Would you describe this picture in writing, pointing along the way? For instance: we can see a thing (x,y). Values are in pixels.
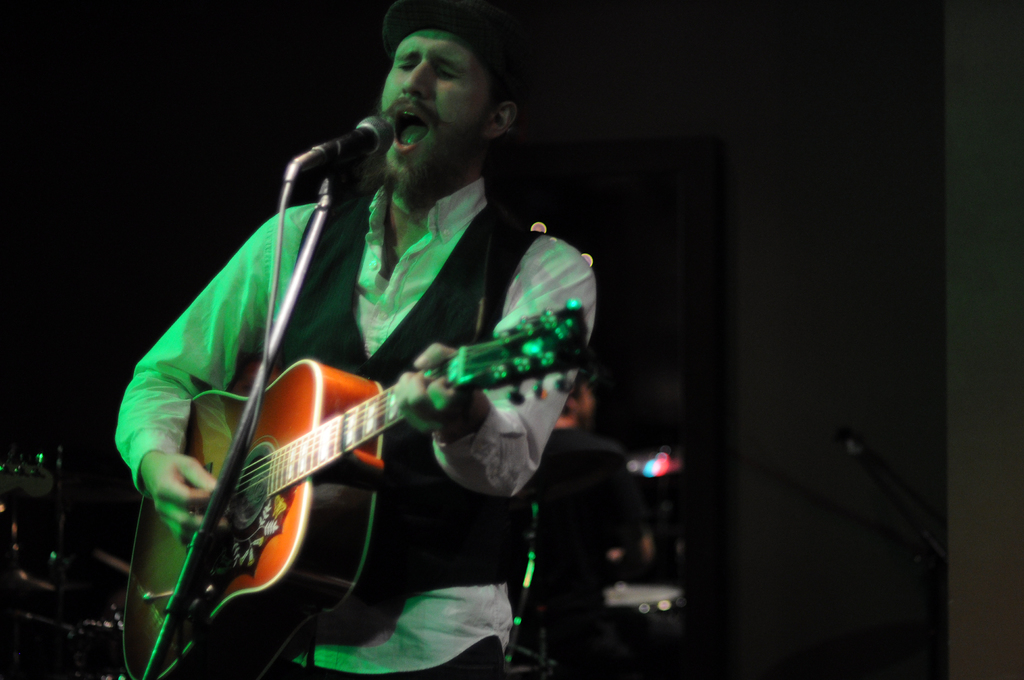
In this picture we can see a man (424,107) who is singing on the mike (365,143) and he is playing a guitar (268,492).
